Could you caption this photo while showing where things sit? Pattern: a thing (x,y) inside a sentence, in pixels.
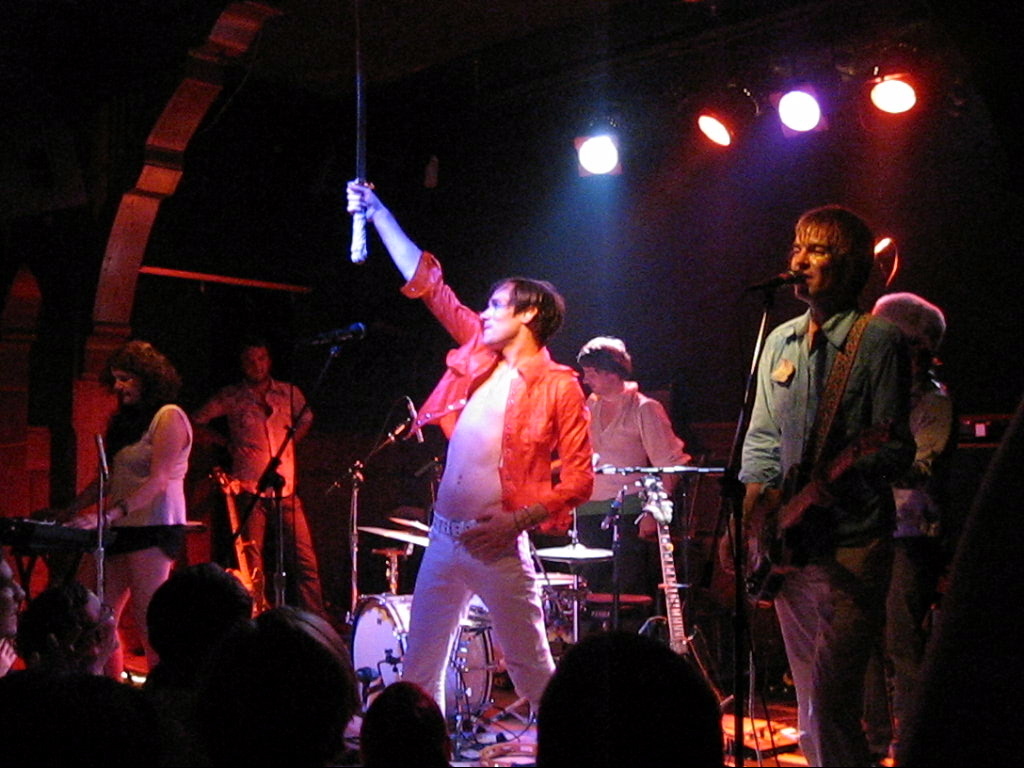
In this image we can see many people (663,428) standing. Some are playing musical instruments (805,544). There are mics (400,436) with mic stands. There is a person (496,435) holding a mic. At the bottom (109,656) we can see many people (627,719). In the background (318,240) it is dark. Also there are lights (802,83).
